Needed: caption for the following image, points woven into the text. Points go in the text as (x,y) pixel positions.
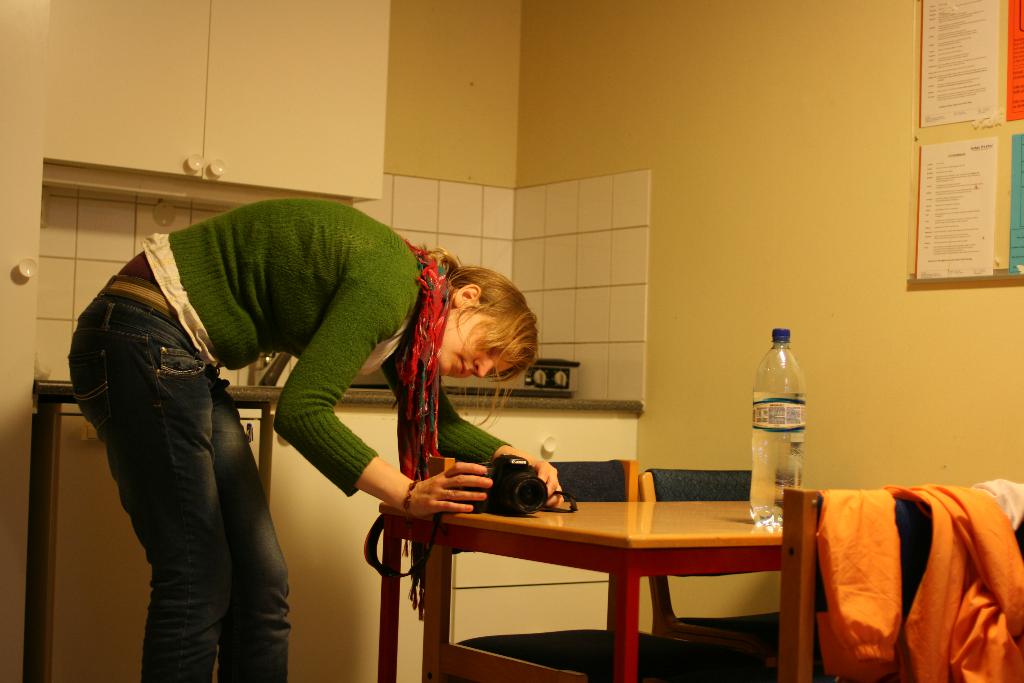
In this picture we can see a woman (325,262) who is taking a snap with the camera (500,494). This is table (624,527). On the table (604,542) there is a bottle (770,497) and this is the chair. On the background (799,170) there is a wall (786,124) and these are the posters (940,238).
